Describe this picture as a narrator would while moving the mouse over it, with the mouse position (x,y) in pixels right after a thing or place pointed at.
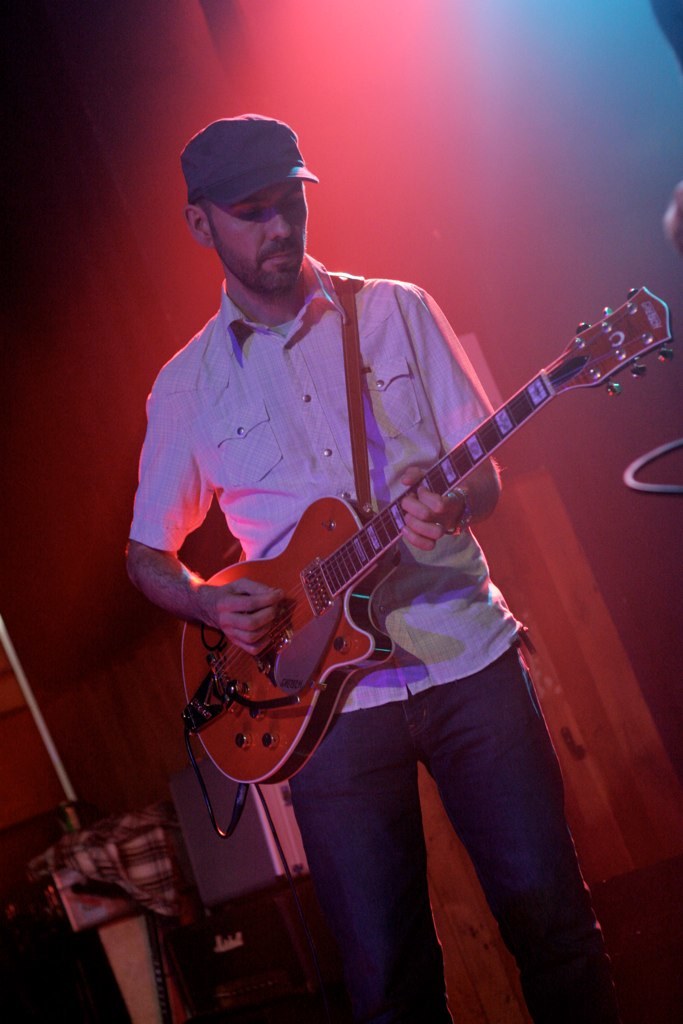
Here we can see a man (193,417) standing in the center (237,455). He is holding a guitar (187,663) in his hand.
